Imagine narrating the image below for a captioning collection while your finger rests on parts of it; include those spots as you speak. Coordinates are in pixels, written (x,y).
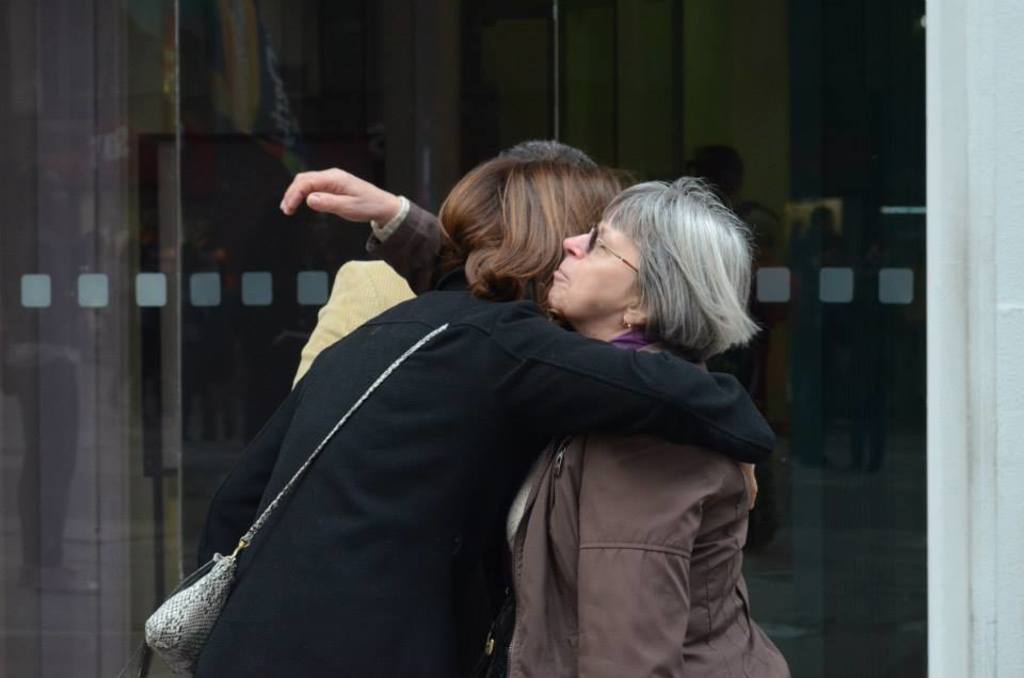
In this image we can see two persons (416,250) wearing jackets (620,499) are standing and hugging each other. In the background (692,62), we can see the glass doors (75,211) through which we can see the reflection (73,382) of a few more people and we can see the wall (991,398) here.
